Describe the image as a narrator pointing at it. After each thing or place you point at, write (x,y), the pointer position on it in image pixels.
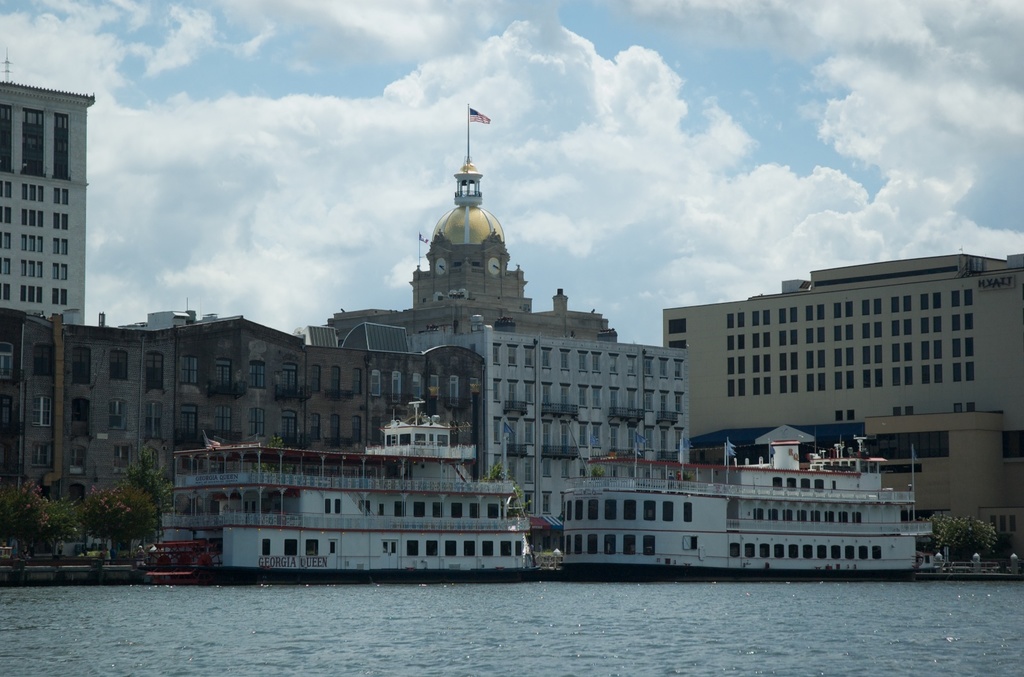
In this picture I can see ships (903,551) on the water (63,654), there are buildings (4,137), there is a flag (485,118) with a pole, there are trees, and in the background (441,148) there is the sky (282,35).
